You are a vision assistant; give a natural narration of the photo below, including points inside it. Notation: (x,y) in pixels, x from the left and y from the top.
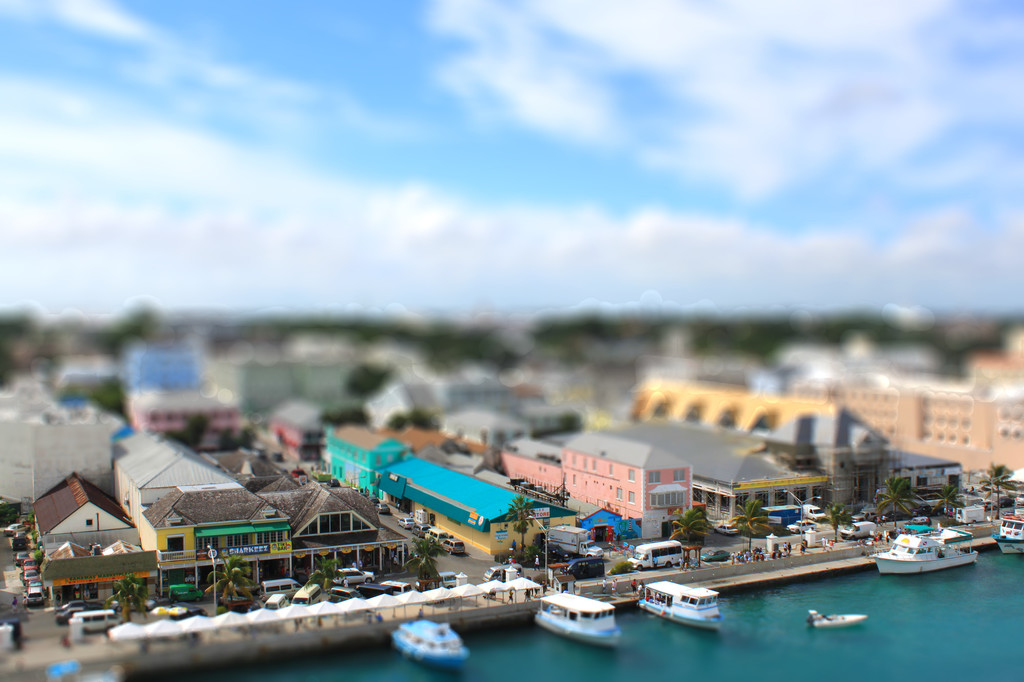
In this image I can see few boats (428,626) on the water (889,659), the boats (438,640) are in white color. Background (188,524) I can see few vehicles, stalls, buildings (343,536) in blue, cream, brown and light pink color and I can see trees (739,336) in green color and the sky (403,225) is in blue and white color.
